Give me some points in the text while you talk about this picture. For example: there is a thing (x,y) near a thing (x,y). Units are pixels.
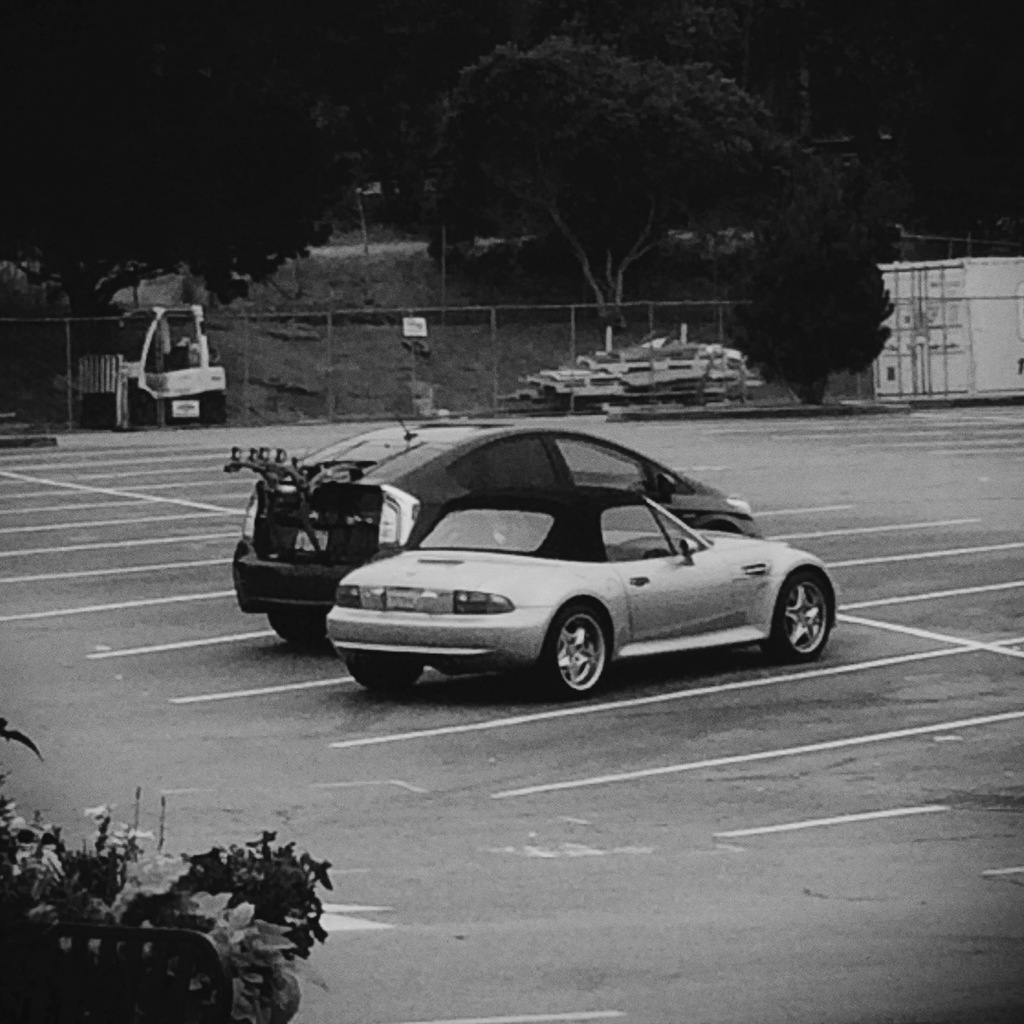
This is black and white image where we can see two cars (558,592) on the road (259,633). Left bottom of the image (178,881) flowers (203,877) are there. Background of the image (246,325) fencing (373,315) and trees (232,177) are there. Right side of the image (927,303) one rectangular shape big thing (923,339) is present.
